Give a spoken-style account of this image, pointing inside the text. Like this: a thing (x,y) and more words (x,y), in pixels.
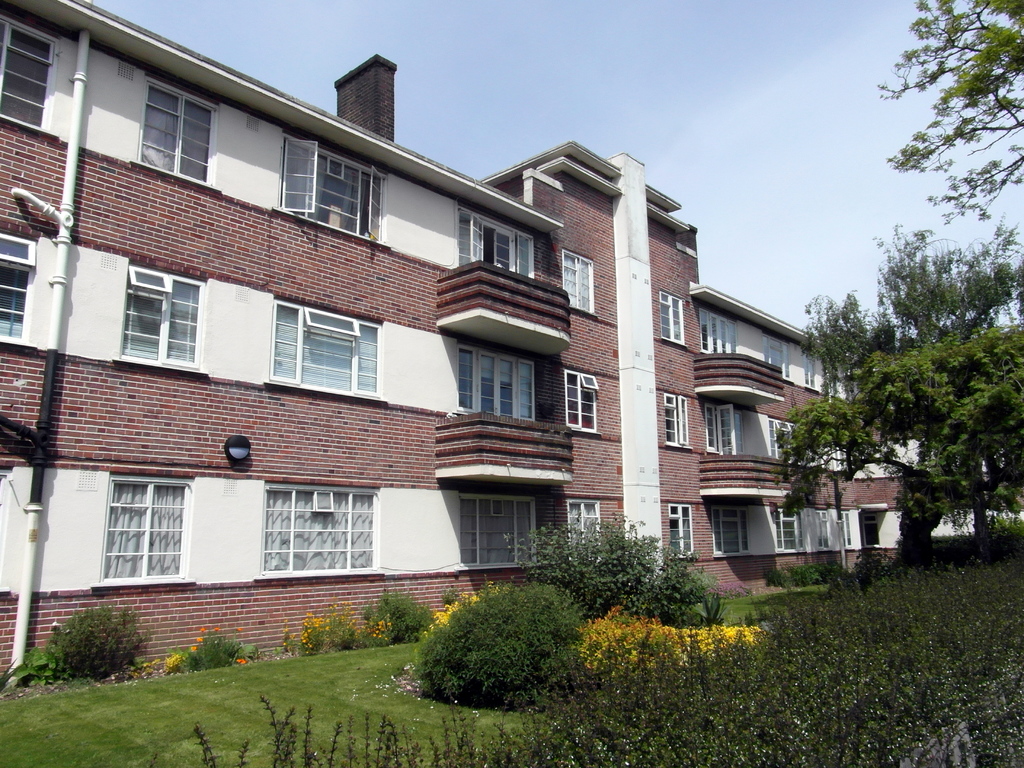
At the bottom of the picture (555,647), we see plants (549,641), shrubs (450,628) and grass (249,707). These plants (240,650) have flowers (621,635) and these flowers (381,628) are in yellow and orange color. On the right side (830,315), there are trees (918,406). In the middle of the picture (532,411), we see a building (581,395) in white and brown color. It is made up of bricks (295,441). It has windows (154,296). At the top (560,63), we see the sky (594,117).
